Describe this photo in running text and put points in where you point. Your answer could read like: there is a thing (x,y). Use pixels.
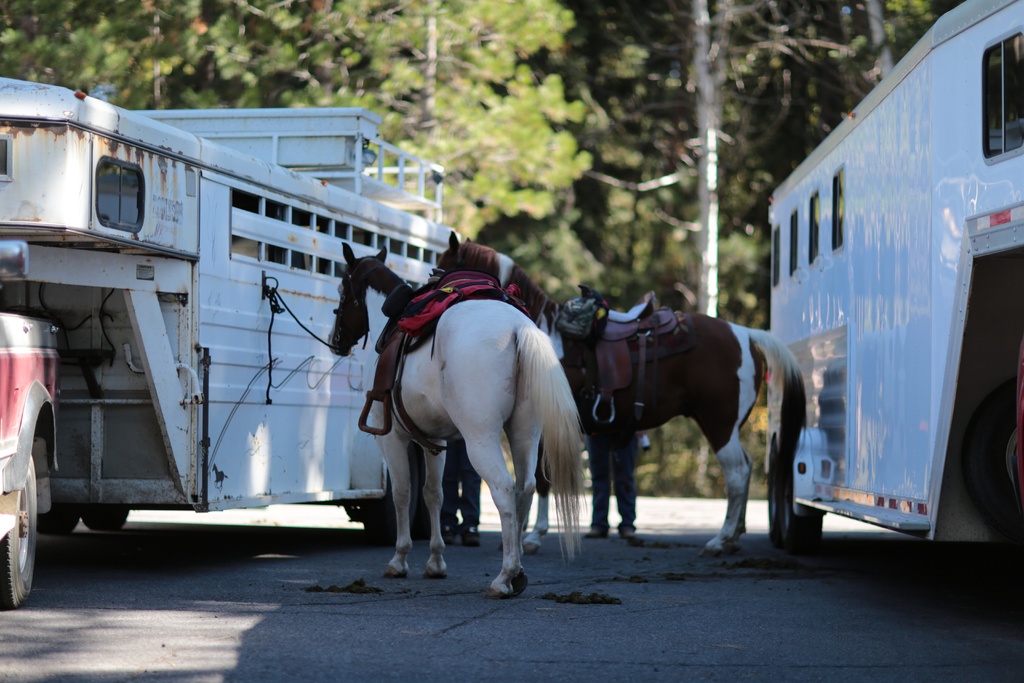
In this image we can see horses (366,290), vehicles (207,248). At the bottom of the image (325,575) there is road (516,635). In the background of the image (528,157) there are trees (517,97).
